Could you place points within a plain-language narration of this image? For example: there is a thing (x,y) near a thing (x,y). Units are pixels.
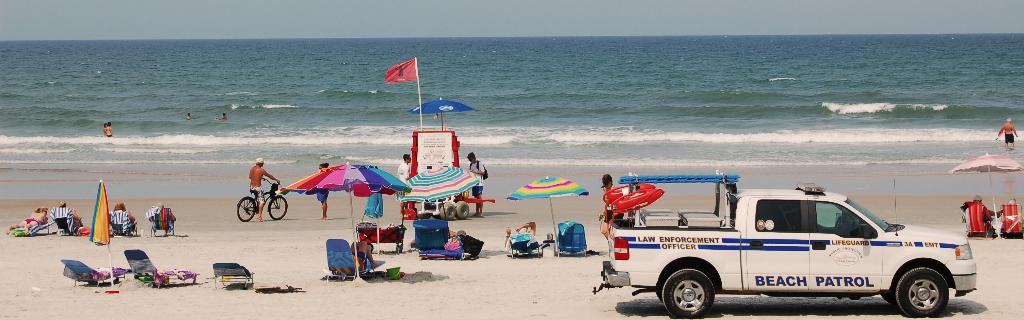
In this image, we can see a vehicle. We can see the ground (407,293) with some objects (275,197). There are a few people (260,201), chairs (443,220), umbrellas (552,201), poles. We can see some water (517,72) and red colored objects (459,148). We can see the sky (495,25).
